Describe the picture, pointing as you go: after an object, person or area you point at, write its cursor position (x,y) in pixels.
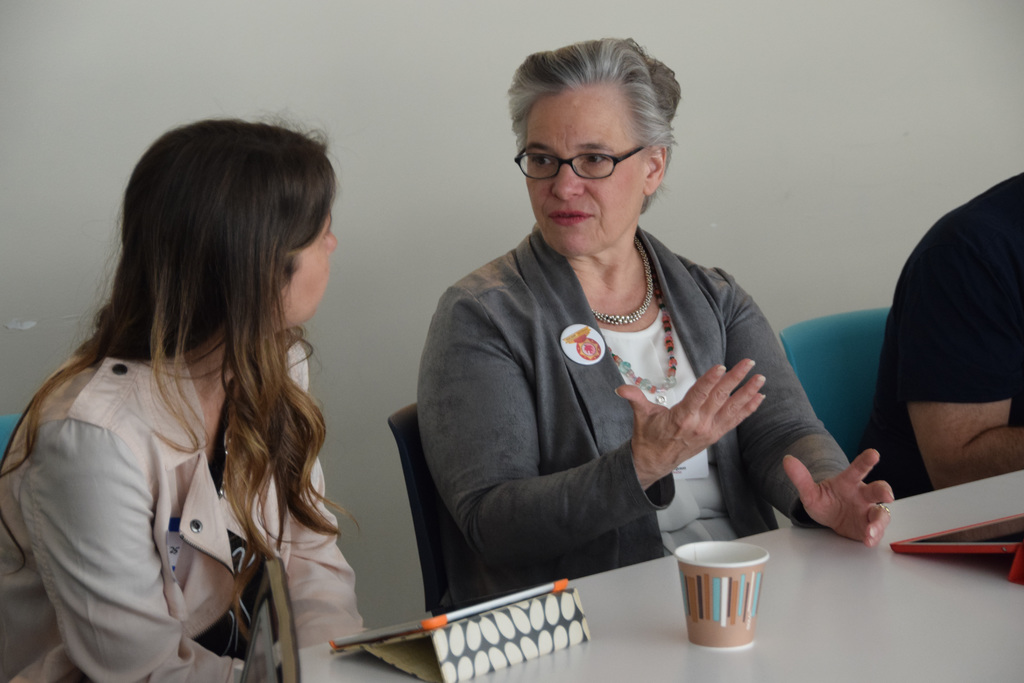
In this picture it seems like two woman (443,366) are talking with each other by sitting on the chair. A table (600,583) is kept in front of them which has paper cup (745,609) and a tab (458,616) on it. To the right side (921,487) there is another person (947,349) who is sitting on the chair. In the background (830,153) there is a wall (876,220).
